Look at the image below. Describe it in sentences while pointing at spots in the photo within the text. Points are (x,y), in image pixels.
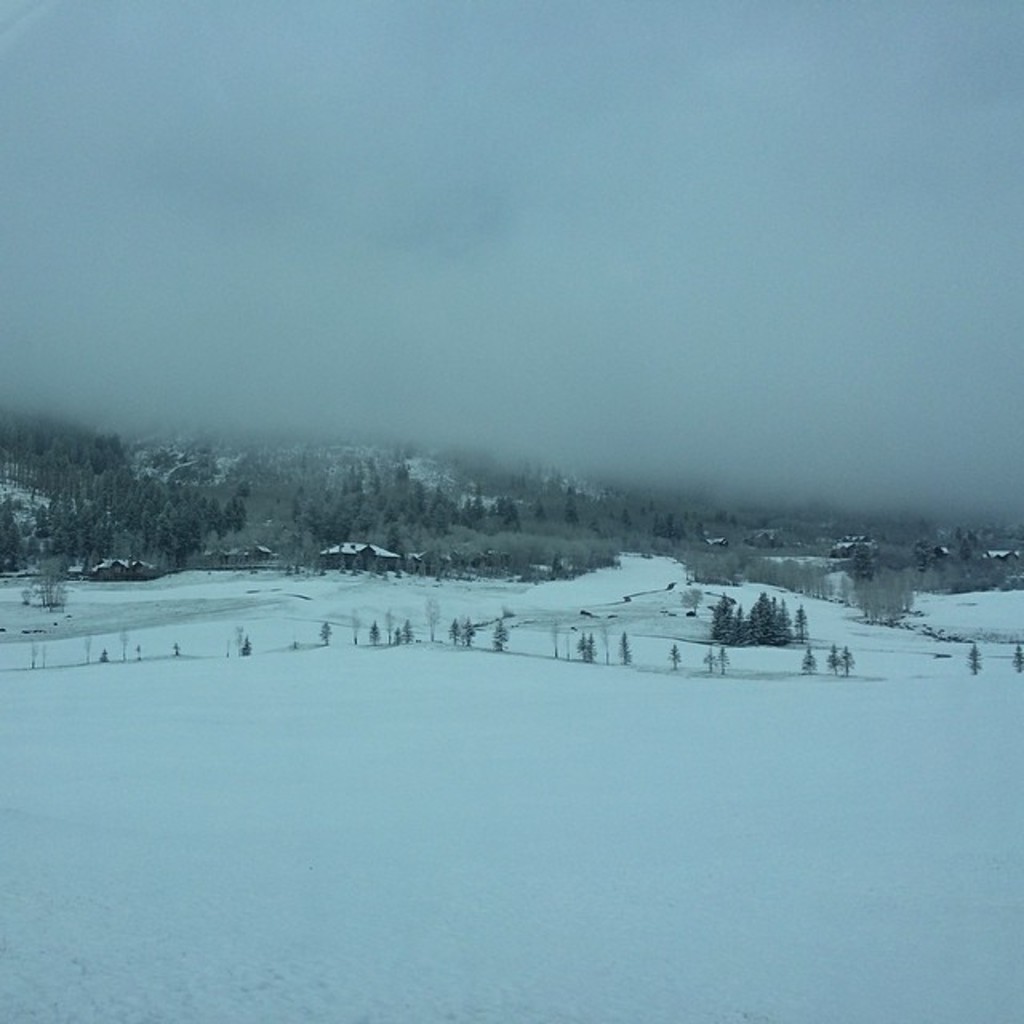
In this image I can see the snow (415,822), few trees (756,622) and few buildings (357,569). In the background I can see the fog (630,458).
